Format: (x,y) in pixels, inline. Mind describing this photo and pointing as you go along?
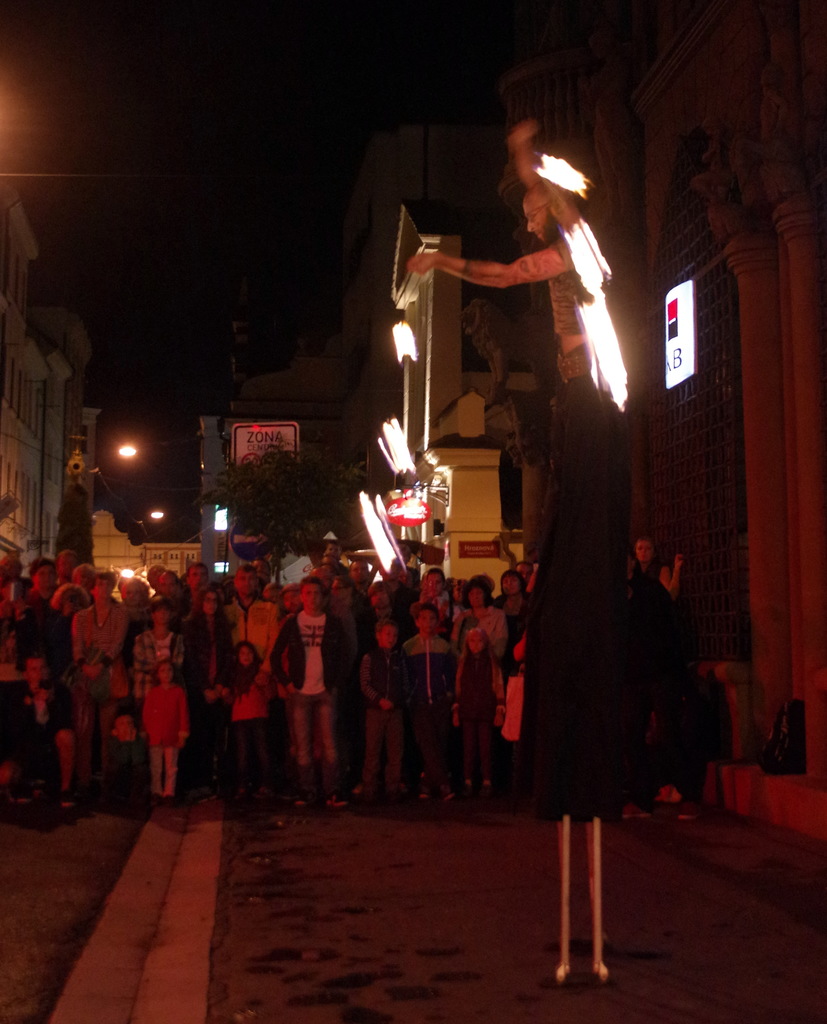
In this image in the foreground (566,593) a person (574,330) is performing stunts. He is standing on sticks (597,927). In the background (342,715) there are many people (290,625) watching the man (545,541). There are buildings (220,475), trees (228,487), lights (133,450) in the back (202,417).
